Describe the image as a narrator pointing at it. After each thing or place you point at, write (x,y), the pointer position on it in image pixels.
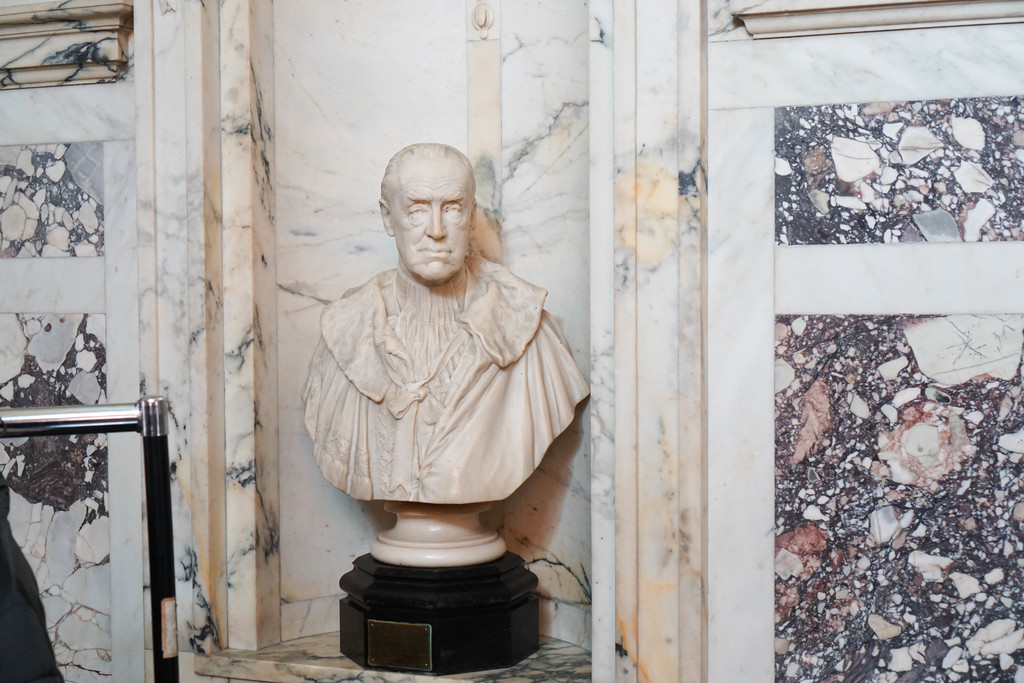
In this picture we can observe a statue (381,327) of a human (376,321) made up of marble (400,346). We can observe a steel bar (64,420) on the left side (139,429). In the background (184,107) we can observe white and black color marbles (558,117).
